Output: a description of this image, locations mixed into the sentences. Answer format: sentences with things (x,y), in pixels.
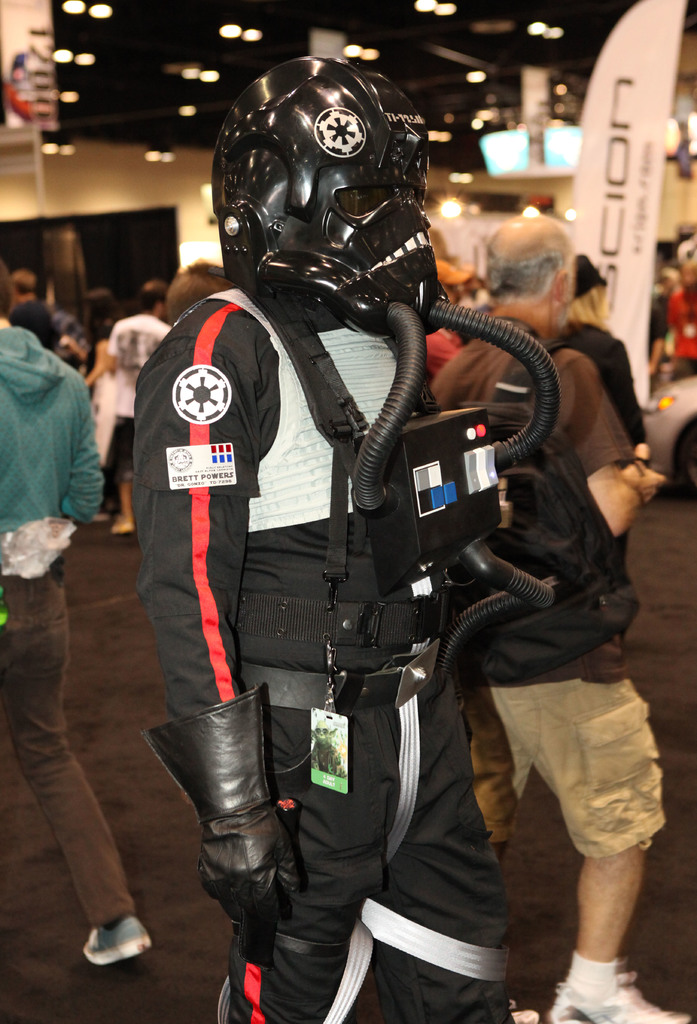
In this image we can see a person (431,757) wearing black color dress (305,580), helmet (354,94) and gloves (236,722) standing and in the background of the image (68,315) there are some group of persons (17,465) standing, there is wall (132,194) and some lights (184,246).
